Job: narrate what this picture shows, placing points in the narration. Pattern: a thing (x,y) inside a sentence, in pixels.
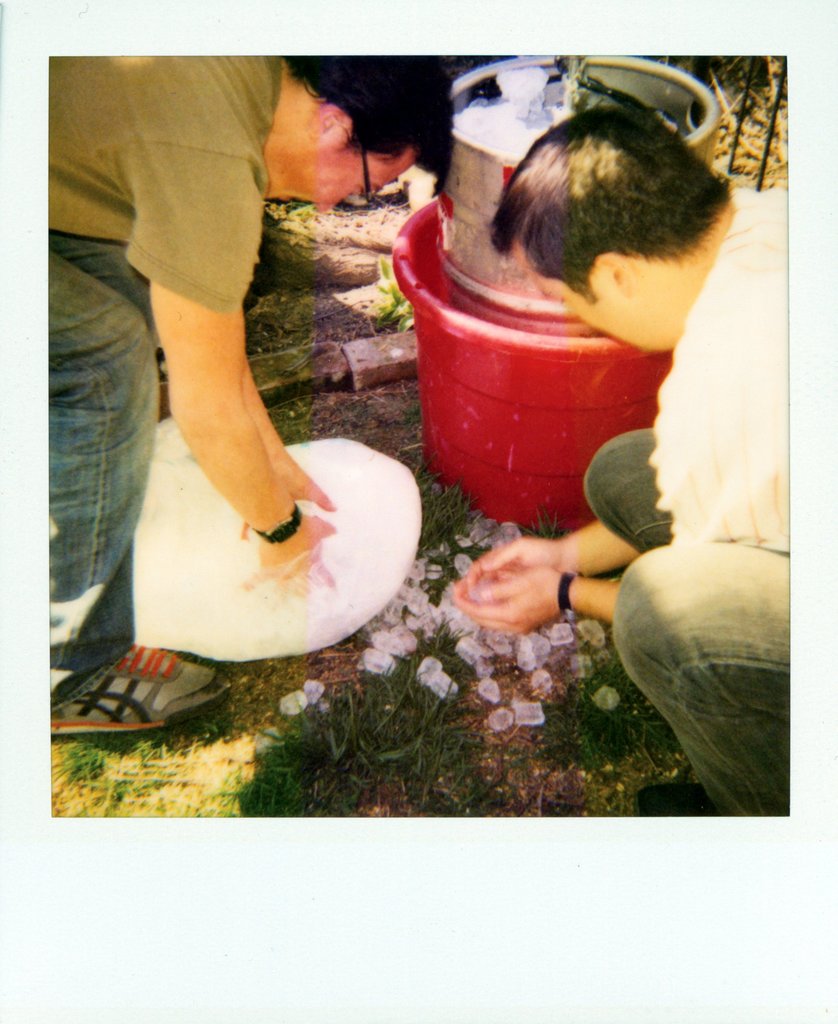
In this image we can see two persons (319,502), they are holding ice cubes (419,581), there are ice cubes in a bowl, there is a bucket (575,358), and some other bowls (520,279), also we can see the grass (336,685).
